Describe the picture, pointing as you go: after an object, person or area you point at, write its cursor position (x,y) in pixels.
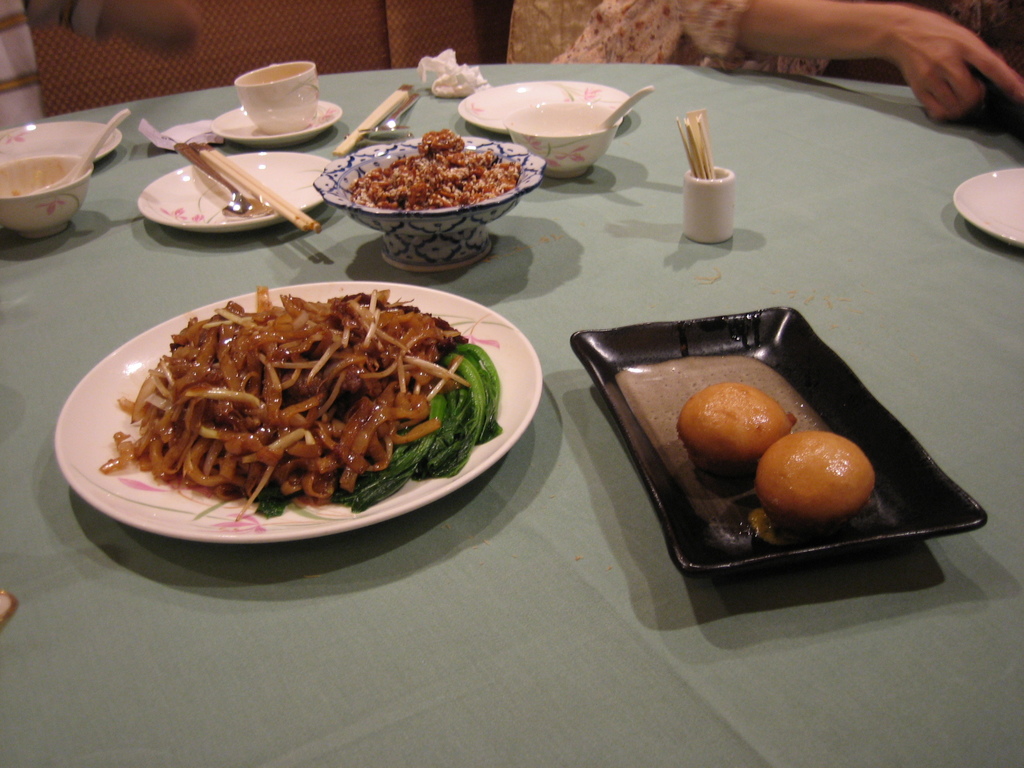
There is a table (814,638) which is covered by a green color cloth (511,244) and on that table (259,573) there is a plate (404,505) which contains some food items (329,431) and a glass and some food containers (325,162) on the table (413,126) and a woman (734,56) is sitting and in the background (141,46) there is a brown color wall (241,29).
